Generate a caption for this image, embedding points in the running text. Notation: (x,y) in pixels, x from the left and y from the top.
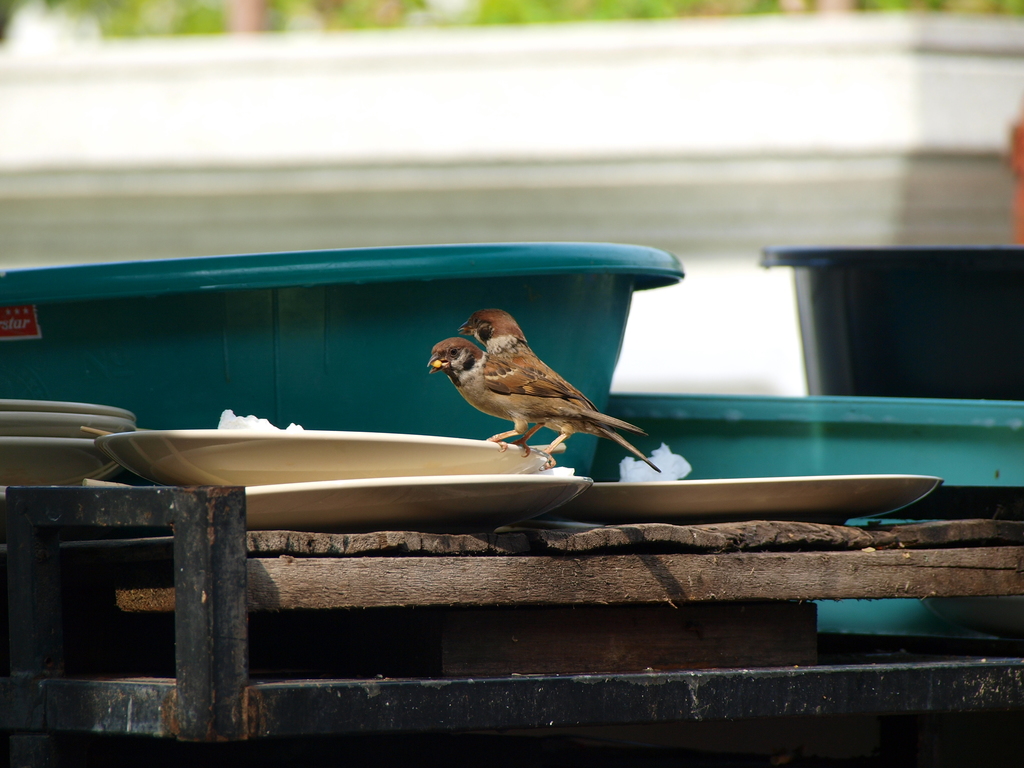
In this image in the front (347,535) there is a table (472,638) and on the table (534,642) there are plates (340,499) and there are birds (617,423) standing on the plate (139,437) and there are tubs (612,373) in the center (626,368) and the background (762,138) is blurry and on the right side (894,303) there is an object (903,315) which is black in colour.
